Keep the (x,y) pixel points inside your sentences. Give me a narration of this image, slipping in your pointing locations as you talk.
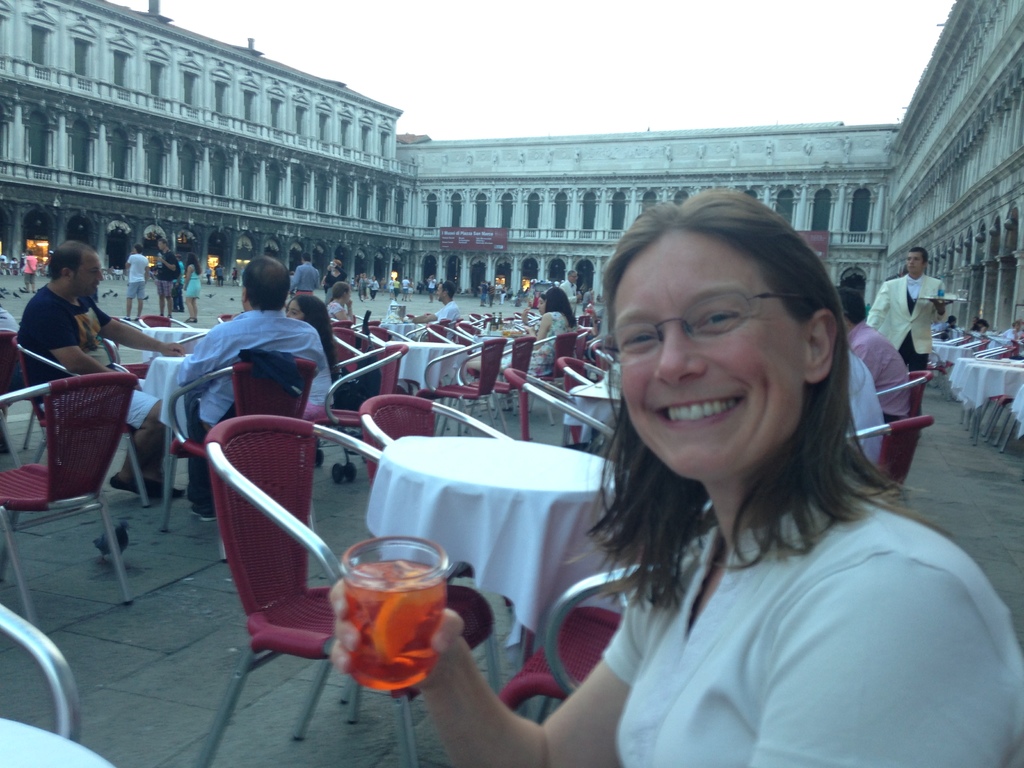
In This picture i could see many people (557,311) walking around and sitting on the chairs (258,375) in the back ground (294,195) i could see a wall (474,155) with beautiful arches (263,156). A woman (702,376) in foreground (728,468) giving a smile holding a glass (402,638) of juice (404,644).
